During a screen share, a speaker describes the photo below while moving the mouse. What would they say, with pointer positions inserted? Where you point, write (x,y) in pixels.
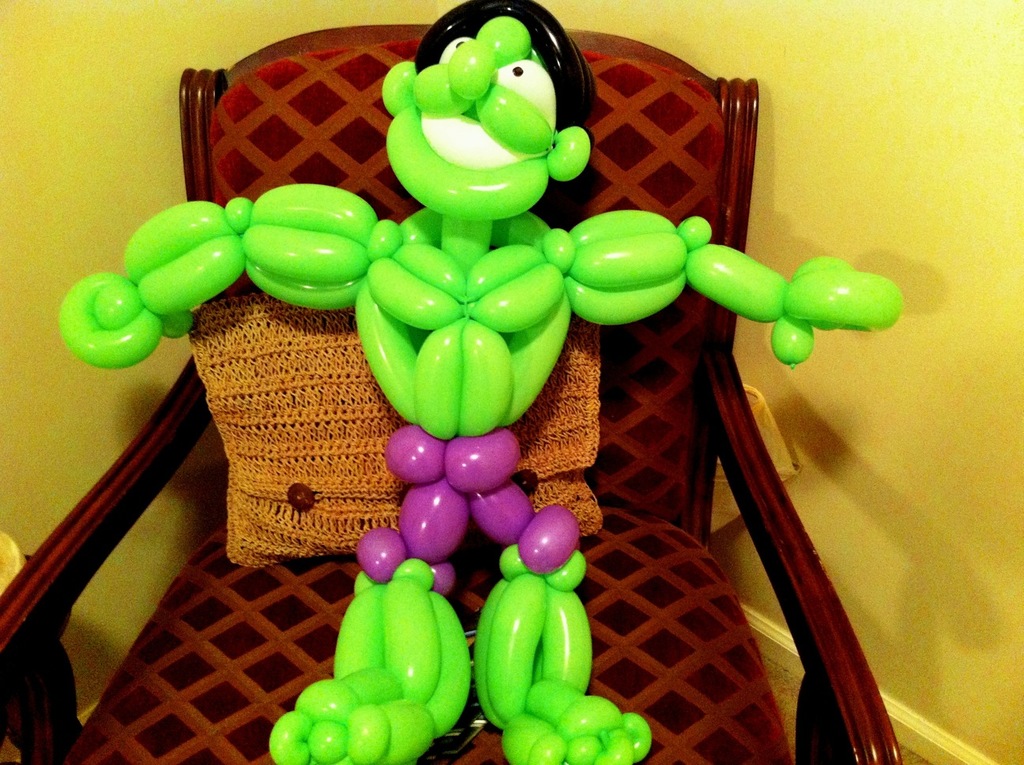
In this image I can see a toy (577,581) made with balloons (454,304) and the balloons (448,338) are in green, white and black color on the chair (607,491). Background (883,204) the wall (867,242) is in yellow color.
